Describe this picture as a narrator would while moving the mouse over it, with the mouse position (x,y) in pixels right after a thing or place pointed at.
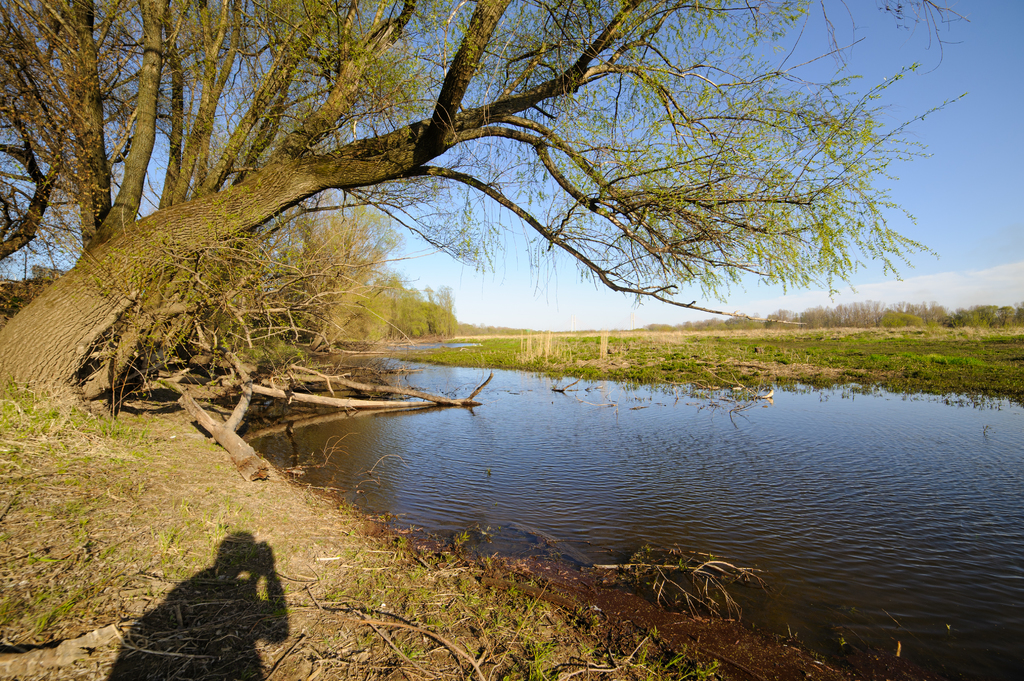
In this picture I can observe a lake (613,531). There is a shadow (218,608) of a person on the left side (199,633). I can observe trees (69,196). In the background (63,84) there is a sky (516,274).
